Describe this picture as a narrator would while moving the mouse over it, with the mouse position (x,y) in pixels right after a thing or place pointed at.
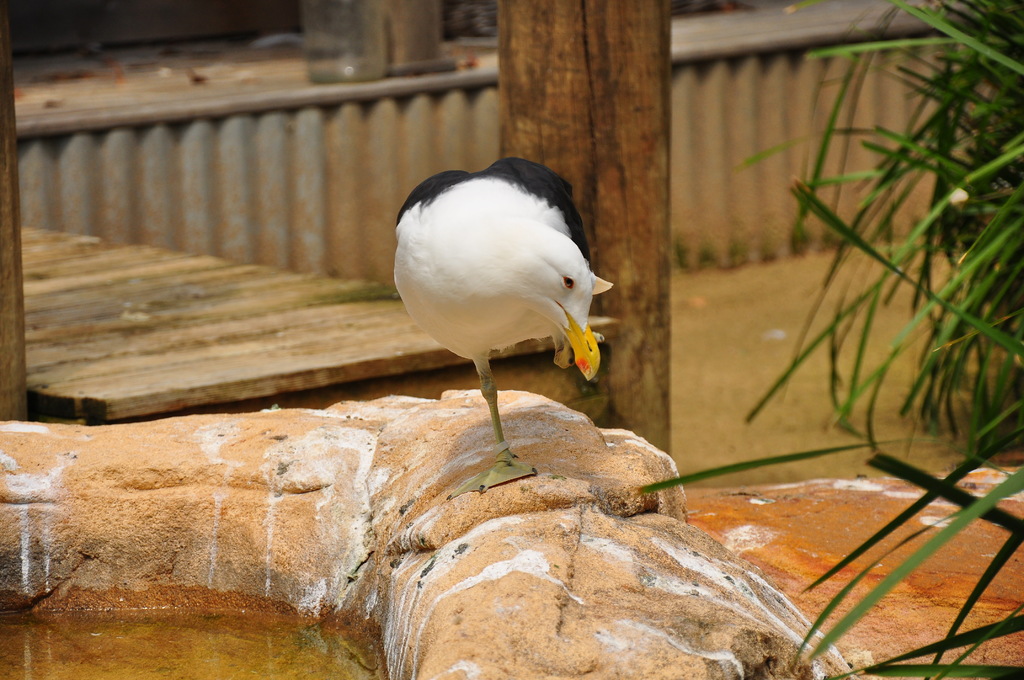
In this picture there is a black and white color bird (558,277) is standing on the rock (517,549). Behind there is a wooden rafter (555,140) and some roofing sheets (206,186). On the right side (1006,82) we can see the grass plant (1010,107).
